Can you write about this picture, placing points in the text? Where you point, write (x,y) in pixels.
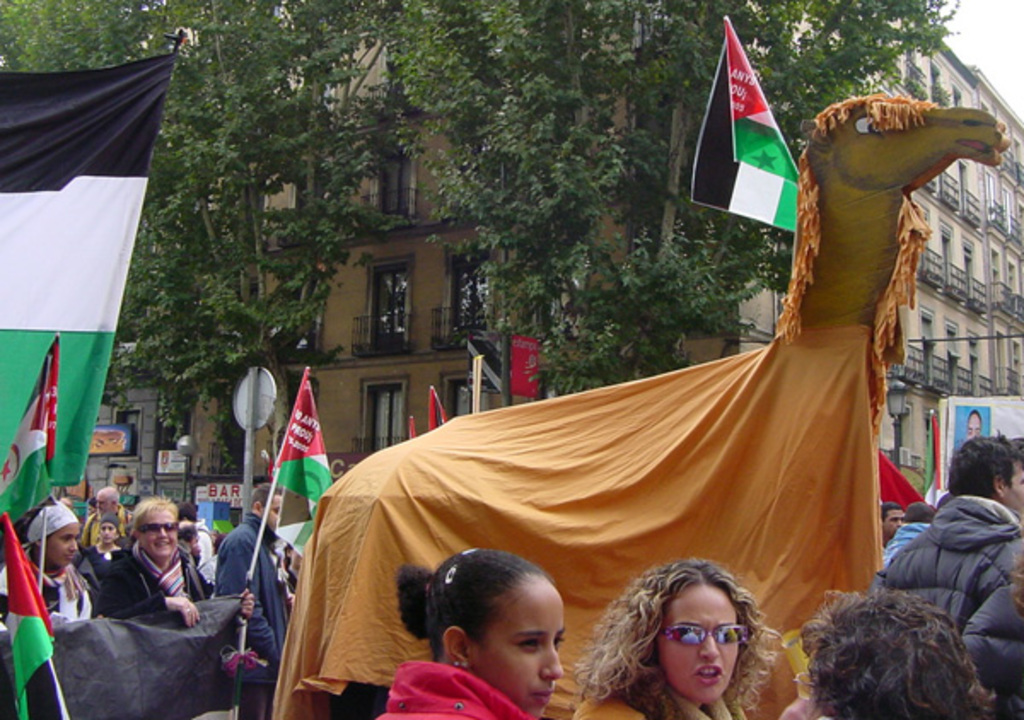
At the bottom of the image (929,689), we can see a group of people (461,623). Few (152,591) are holding some objects (215,645). Here we can see animal shaped thing (619,470). Background (356,384) we can see building (962,335), walls (327,394), doors (396,408), railings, trees (228,267), poles (250,480), banners (70,394).
